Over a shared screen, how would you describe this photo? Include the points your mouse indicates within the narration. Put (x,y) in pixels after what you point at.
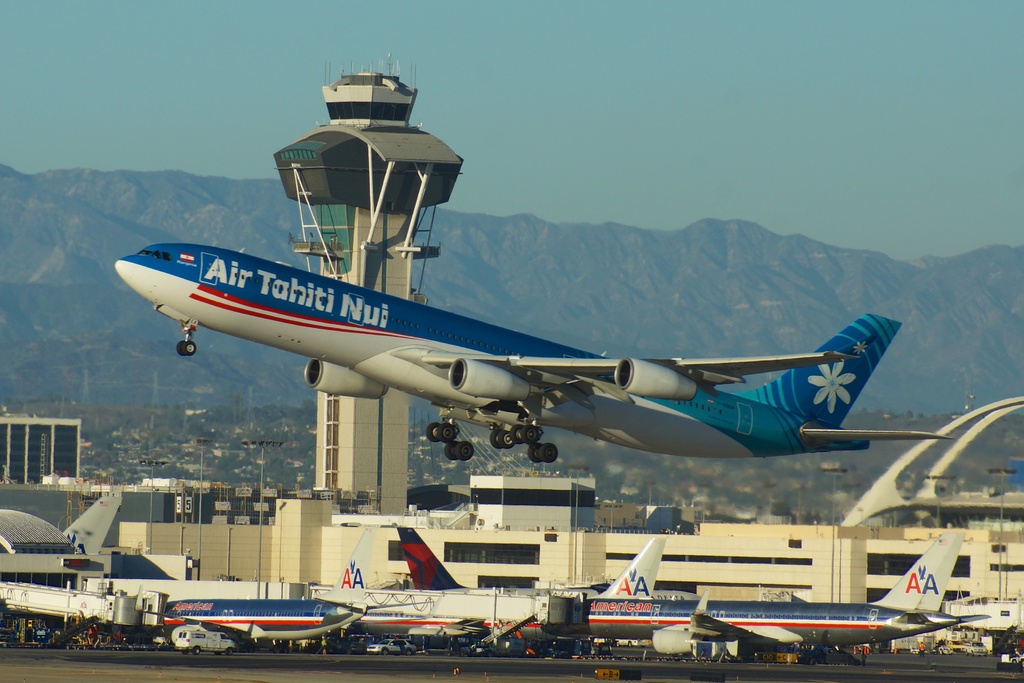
In this picture we can see there is an airplane (437,370) flying in the air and on the path (369,679) there are some airplanes (308,616) and vehicles (727,646). Behind the airplanes (254,621) there is a tower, buildings (204,509), poles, hills (757,285) and a sky (629,120).
